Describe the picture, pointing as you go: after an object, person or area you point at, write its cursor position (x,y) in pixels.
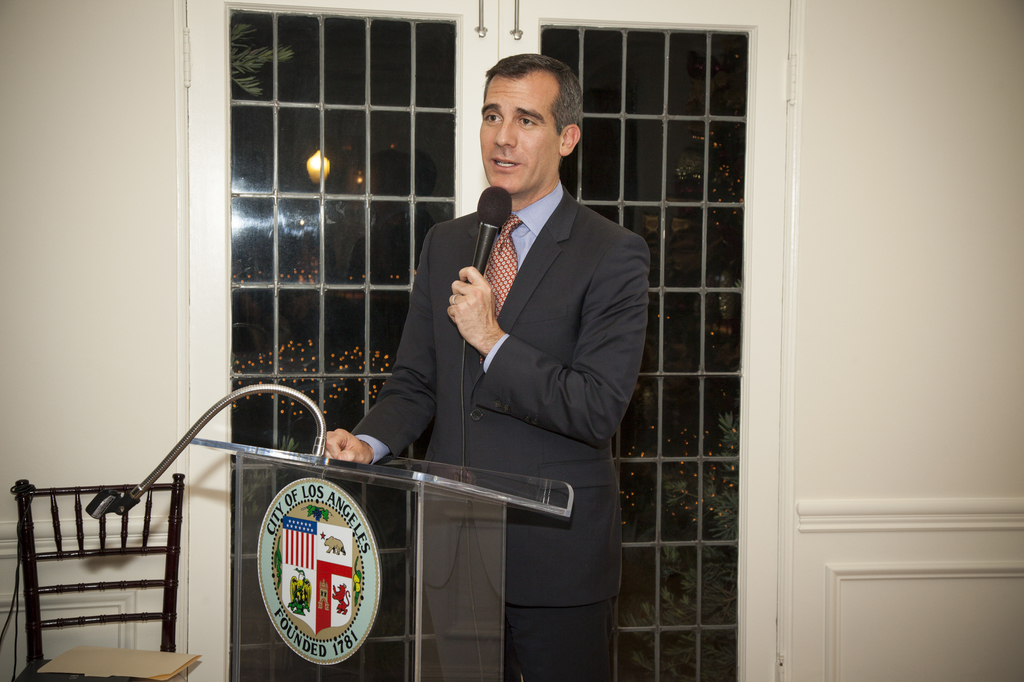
In this image there is a man (525,264) holding a mike (500,215) and talking and also standing in front of a podium (380,537). In the background (344,228) there is a window (322,191) and also plain wall (884,326). Chair (92,555) with a file (62,671) is also visible.
